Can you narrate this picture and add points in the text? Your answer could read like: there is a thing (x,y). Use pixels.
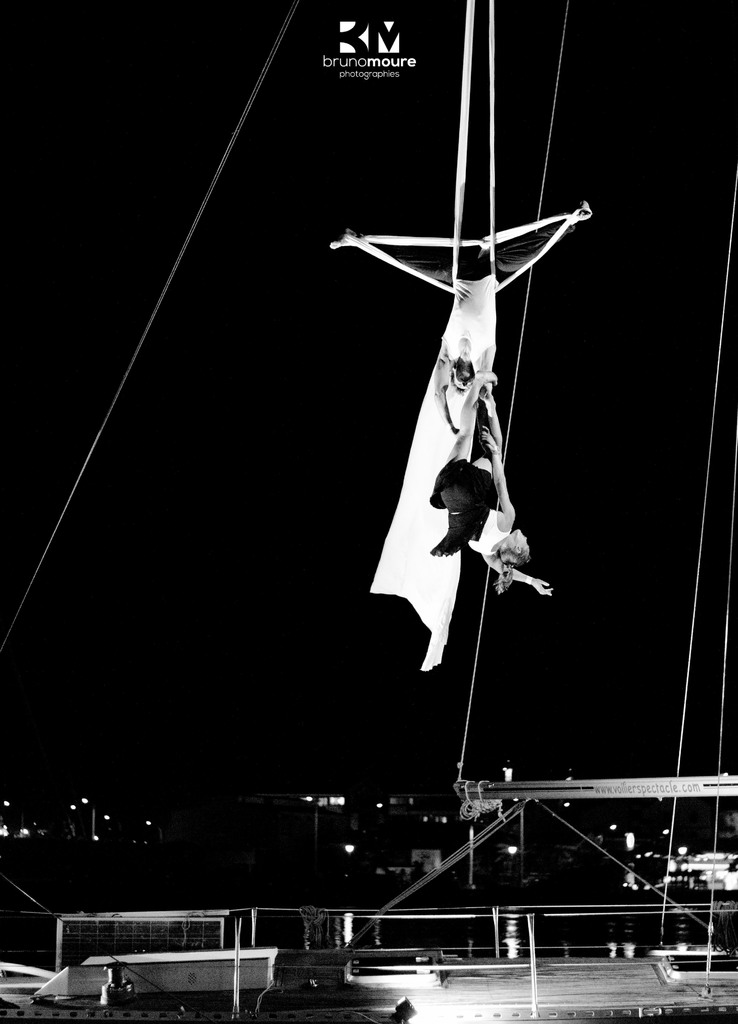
This picture shows couple of them (492,383) performing gymnastics and we see a watermark (346,46) on the top of the picture (332,59) and we see few buildings (445,804).
